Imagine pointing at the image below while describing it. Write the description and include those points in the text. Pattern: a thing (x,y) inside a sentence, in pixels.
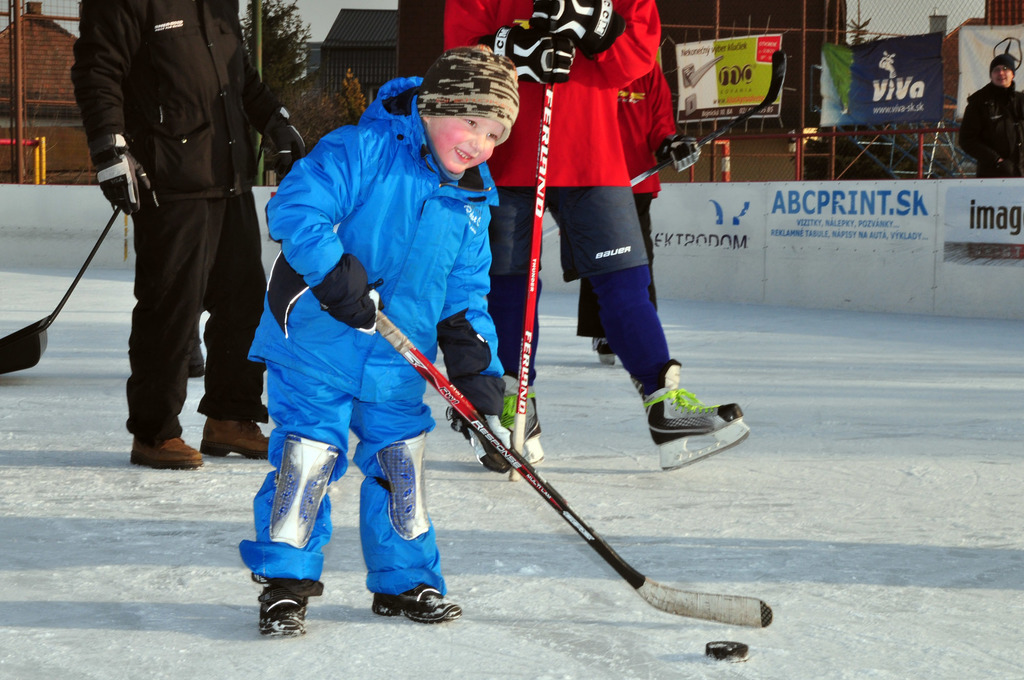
In this image I can see a boy (409,330) is holding the hockey bat (568,516). He is wearing the blue color coat (403,318), trouser (349,407). At the back side (171,12) there are few people (247,221) standing, on the right side (723,117) there are boards (847,90) on the iron frame (762,28).
